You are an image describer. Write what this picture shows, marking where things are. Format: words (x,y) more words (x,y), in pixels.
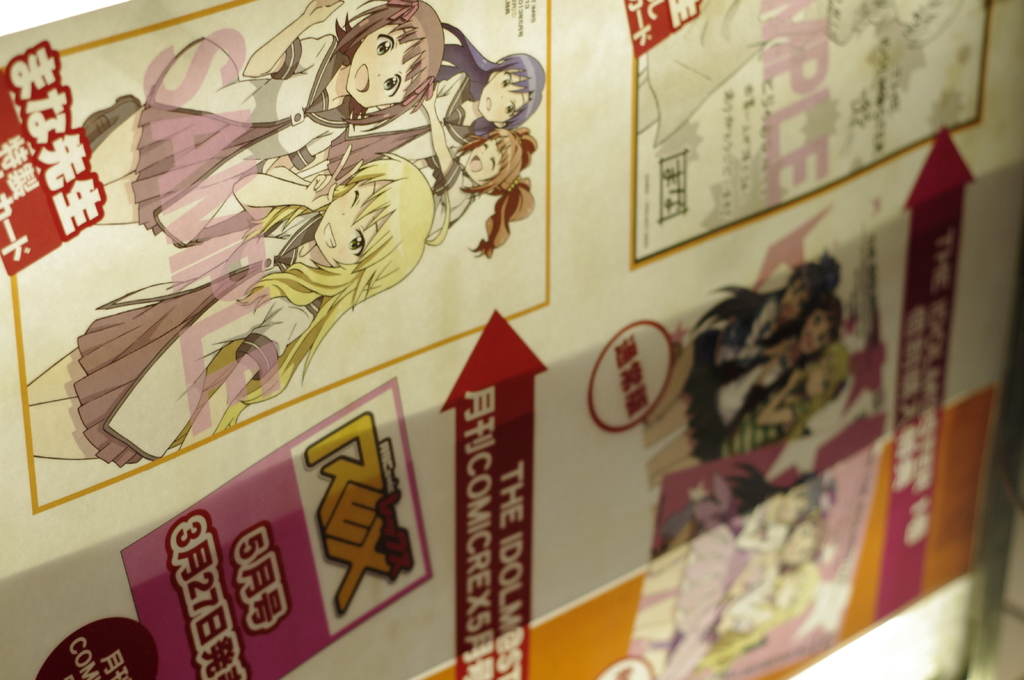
In this image we can see a comic book (298,493).
